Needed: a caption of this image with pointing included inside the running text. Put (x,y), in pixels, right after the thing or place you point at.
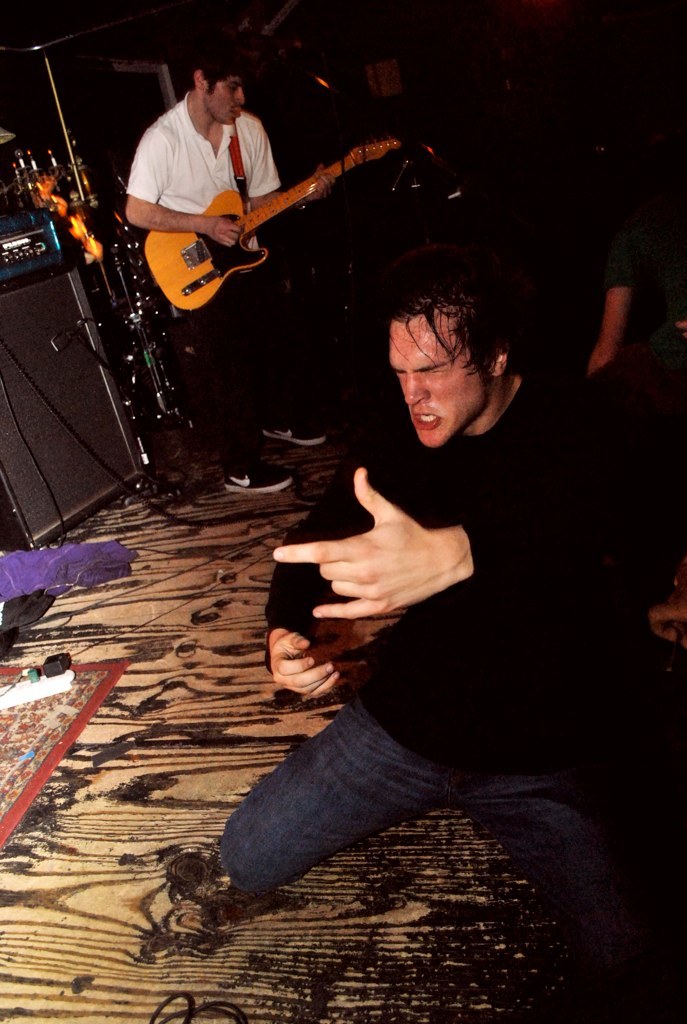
This image is clicked in a concert. There are two men (398,737) in the image. In the front (270,618), the man (573,639) dancing is wearing black t-shirt (452,452). In the middle (268,409), the man (263,146) wearing white t-shirt (187,156), is playing guitar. To the left (81,355), there is a speaker (76,417) and band setup (138,284). At the bottom (68,869), there is a floor (66,768) on which floor mat (64,740) is there. The background (449,34) is too dark.
